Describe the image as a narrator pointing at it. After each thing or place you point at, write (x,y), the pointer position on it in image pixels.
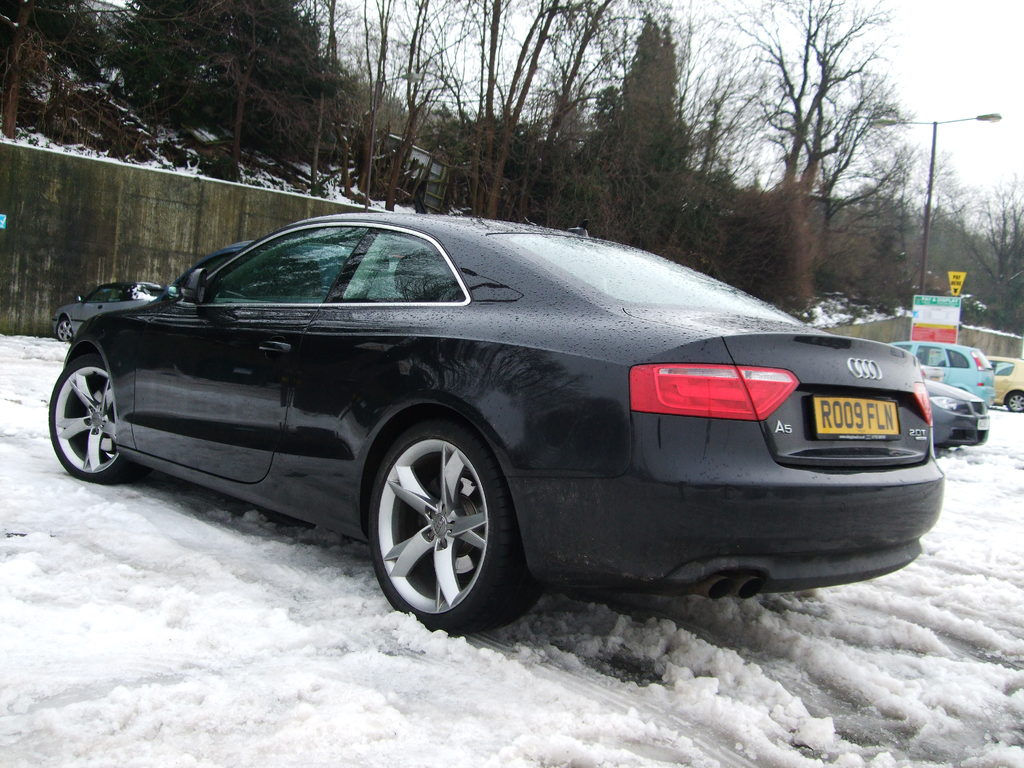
In this image we can see cars (909,545) on the snow (623,627). In the background (143,218) there is a fence (244,185), trees (972,237), pole (926,276), boards (943,327) and sky (802,53).
